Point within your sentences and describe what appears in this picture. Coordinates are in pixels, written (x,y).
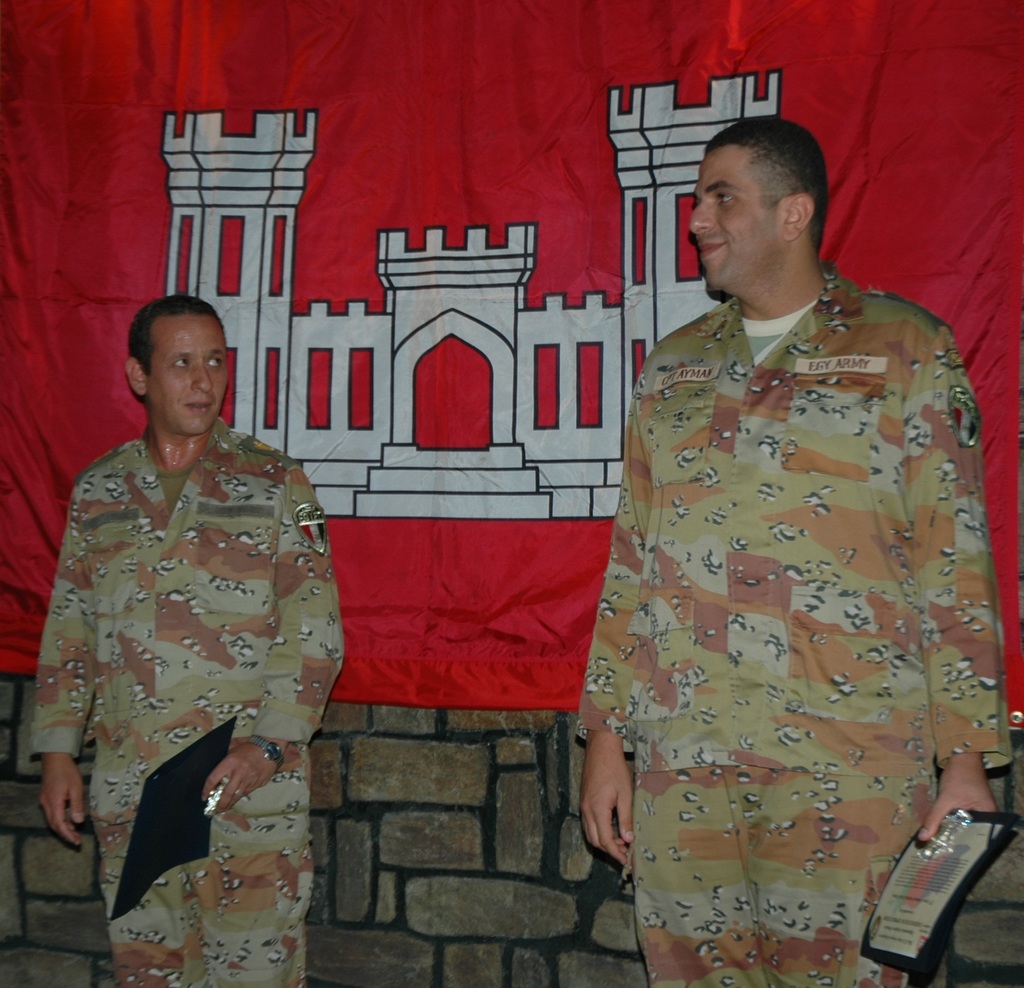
On the right side of the image (783,853) there is a person (782,884) standing and holding a paper (935,857). On the left side of the image (273,964) there is person (116,840) standing and holding a paper (143,842). In the background (1,443) there is a wall (450,872) and poster (460,316).
